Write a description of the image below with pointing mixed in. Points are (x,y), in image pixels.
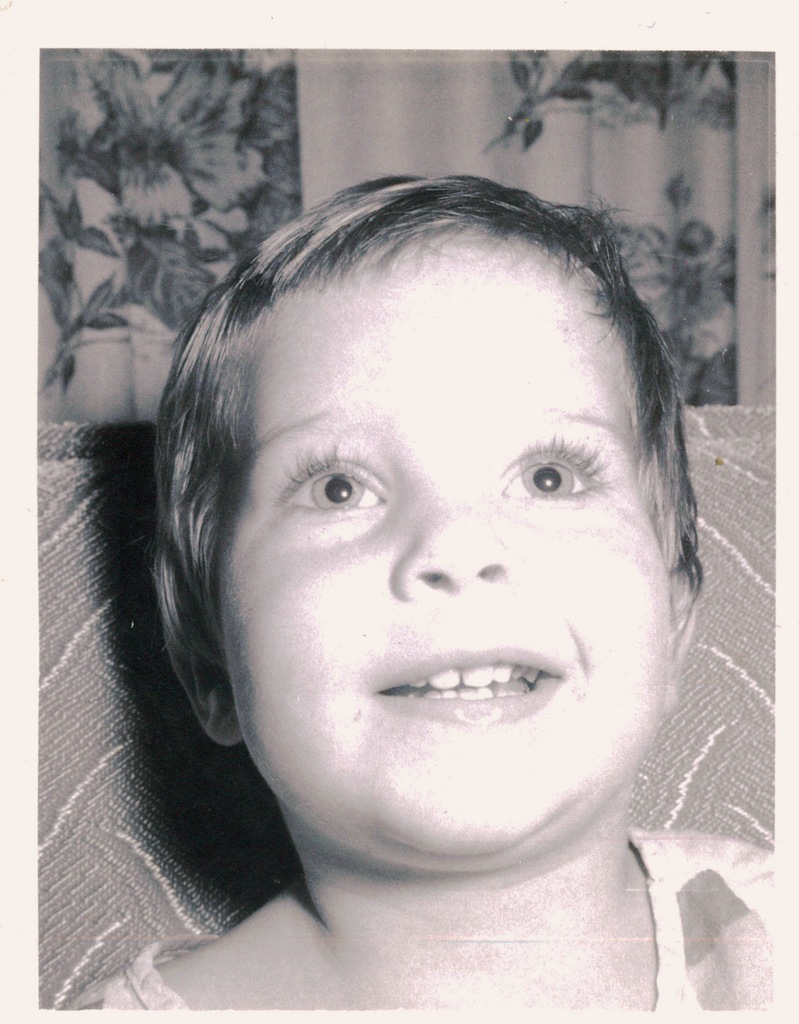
In this image we can see a kid (549,794). In the background (702,549) there is a cloth (650,174).
